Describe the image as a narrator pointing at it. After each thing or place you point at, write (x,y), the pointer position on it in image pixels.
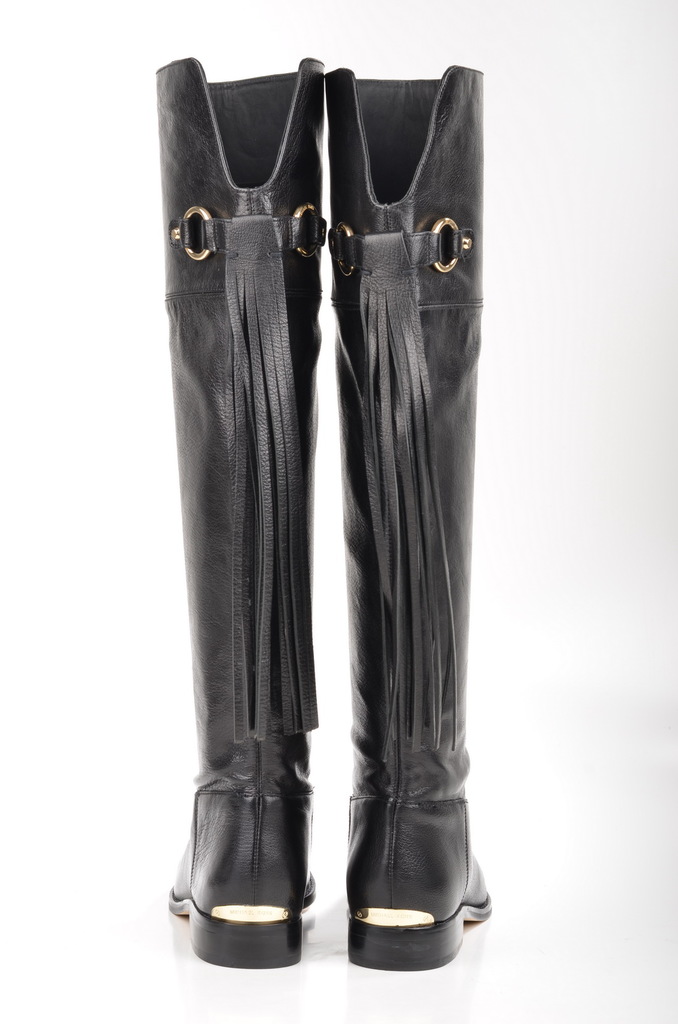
In this image there are boots (229,540) which are black in colour.
